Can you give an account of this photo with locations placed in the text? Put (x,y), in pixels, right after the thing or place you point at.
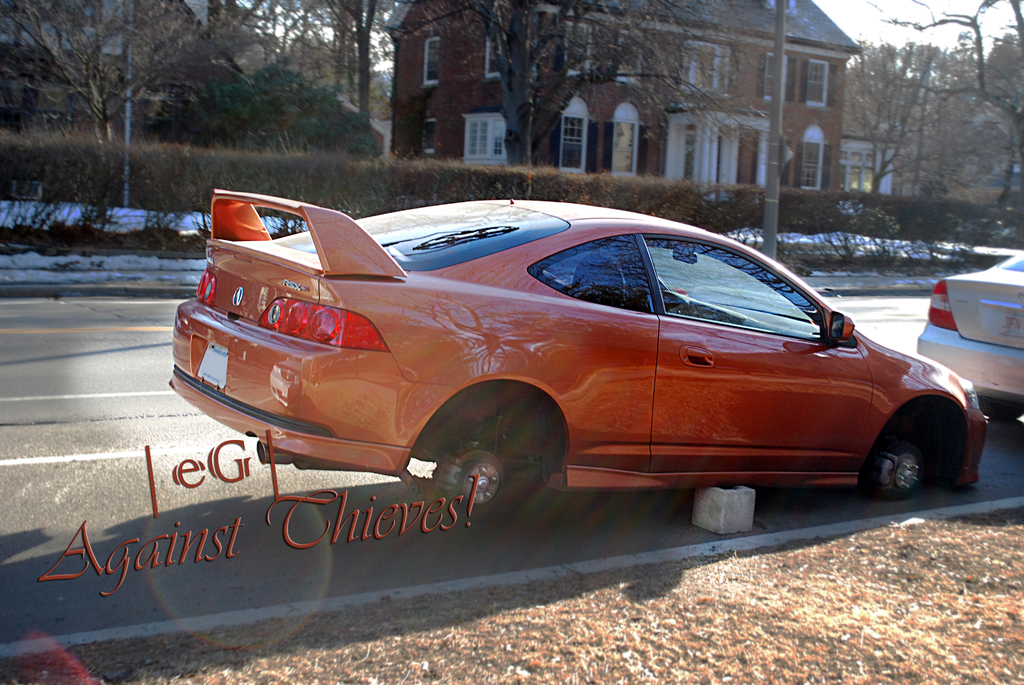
In this image I can see there are two vehicles (517,312) visible on road (90,389), there is a text (183,487) visible back side of vehicle (524,480) and at the top (273,48) there is a building (548,27), trees (930,58), bushes (919,227).
